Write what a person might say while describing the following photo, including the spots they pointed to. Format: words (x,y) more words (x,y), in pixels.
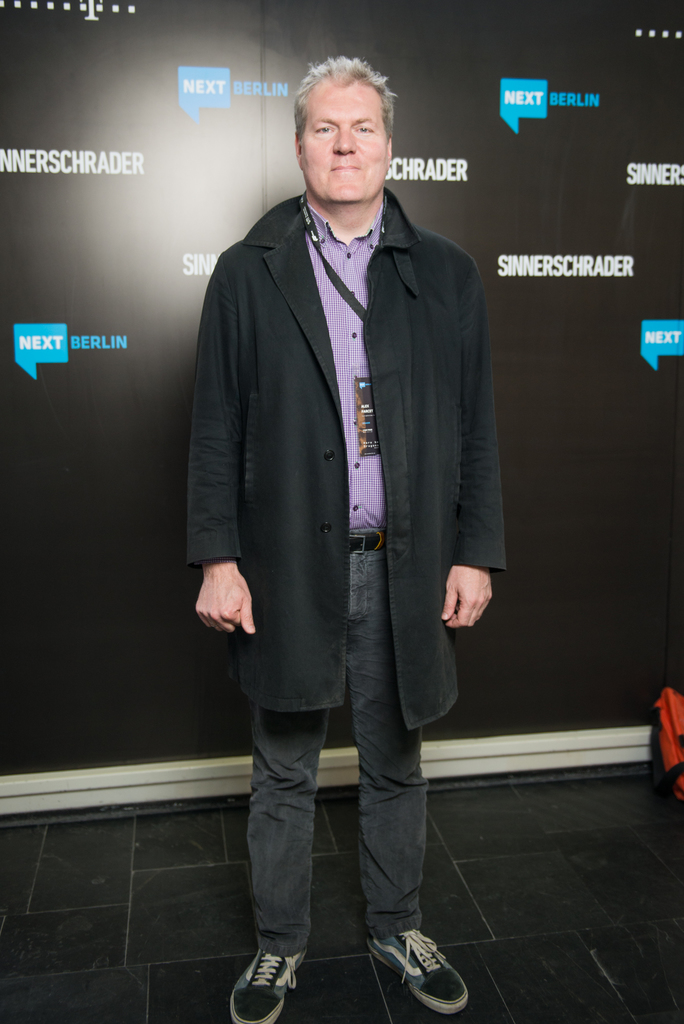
In this image there is a person (372,719) standing on the floor (452,827). He is wearing a jacket (272,563). Behind him there is a banner (182,350). Right side (680,771) there is a bag (671,774) on the floor (632,861).
